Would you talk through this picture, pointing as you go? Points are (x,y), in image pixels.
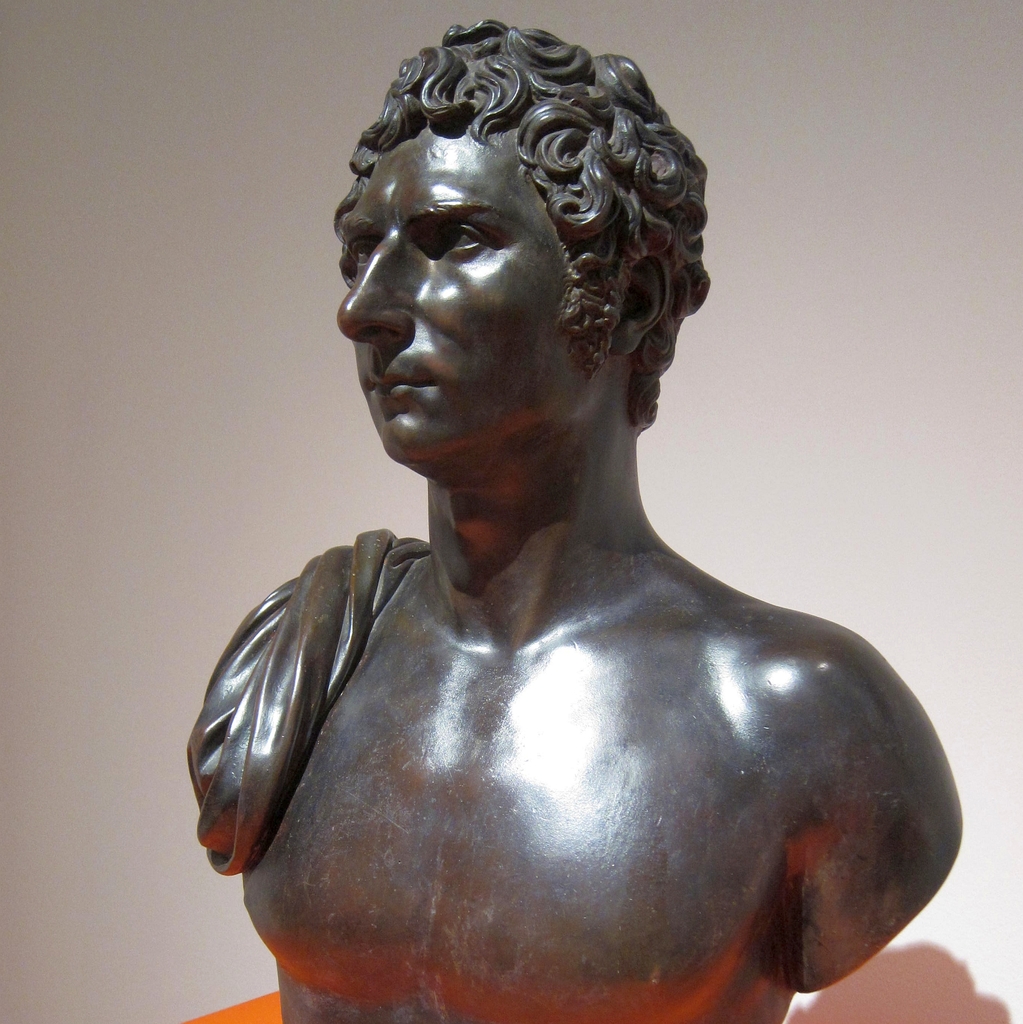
In this image I see a sculpture of a man (380,351) and it is of brown in color and it is white in the background (939,467) and I see the shadow (961,989) over here.
